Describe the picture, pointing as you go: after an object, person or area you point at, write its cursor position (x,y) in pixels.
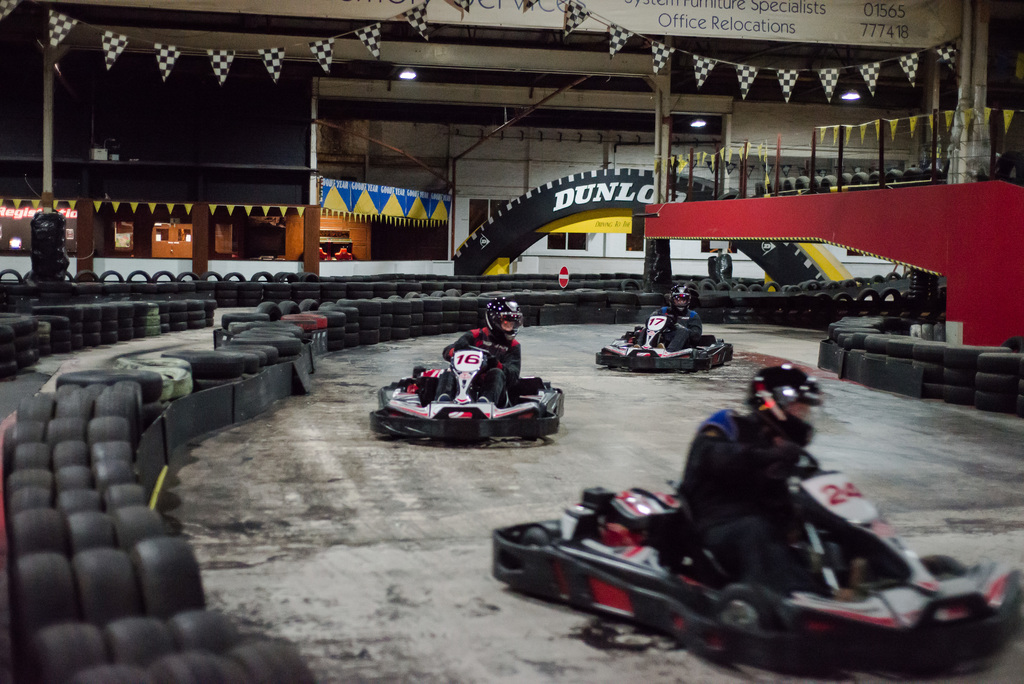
In this image there is go karting area (388,567) in that there are three persons (771,543) riding cars (494,436), in the background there are flags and tires (902,358).
